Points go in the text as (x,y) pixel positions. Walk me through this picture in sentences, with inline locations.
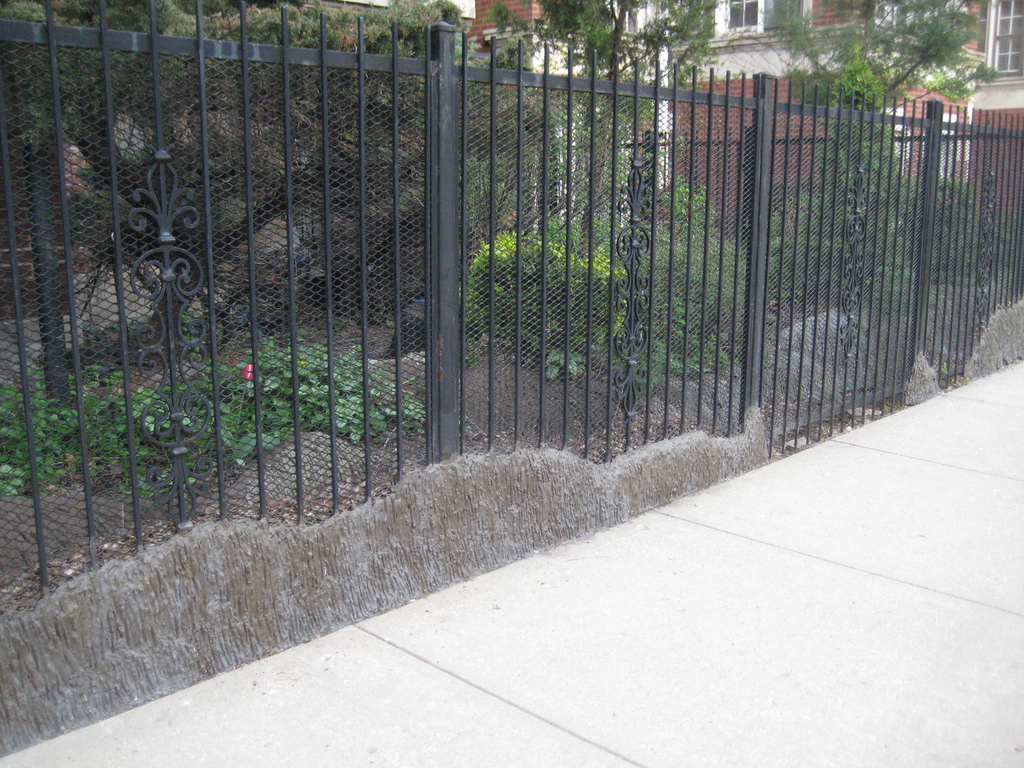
In the middle of the image (637,321) there is a fencing (659,259). Behind the fencing (611,371) there are some plants (654,119) and trees (625,54). Behind the trees (966,62) there is a building (542,43).
